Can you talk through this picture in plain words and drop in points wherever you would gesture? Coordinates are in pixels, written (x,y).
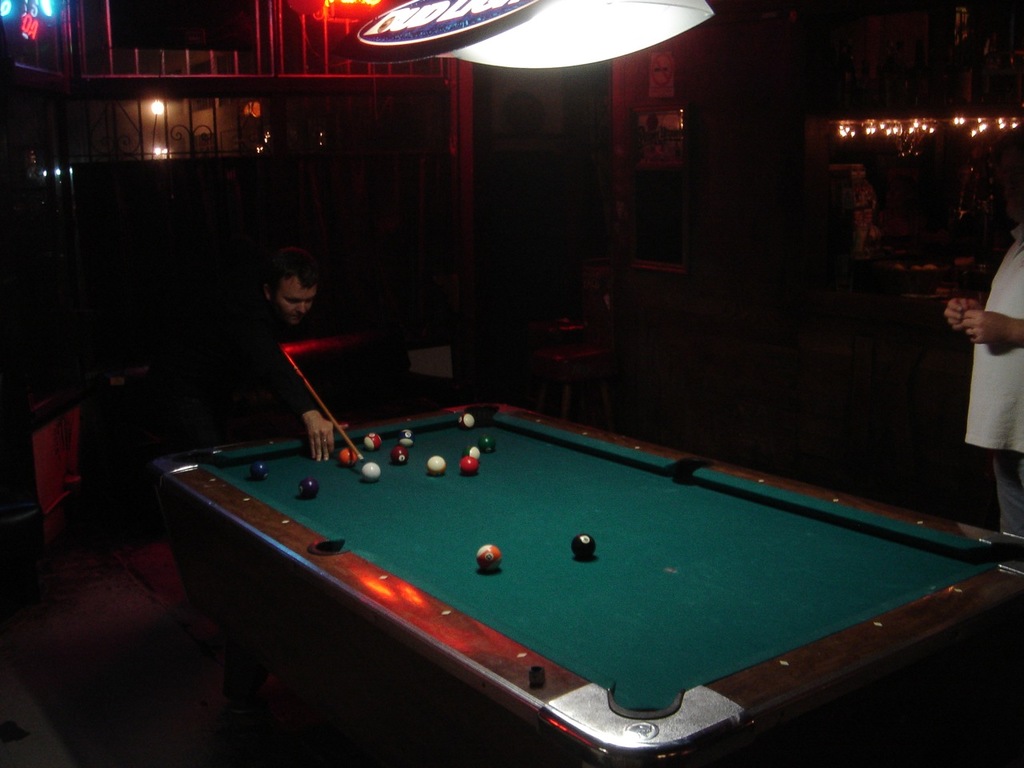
The person (226,340) wearing black dress (270,363) is playing snooker (527,533) and there is another (985,376) standing in the right corner (1005,340).
